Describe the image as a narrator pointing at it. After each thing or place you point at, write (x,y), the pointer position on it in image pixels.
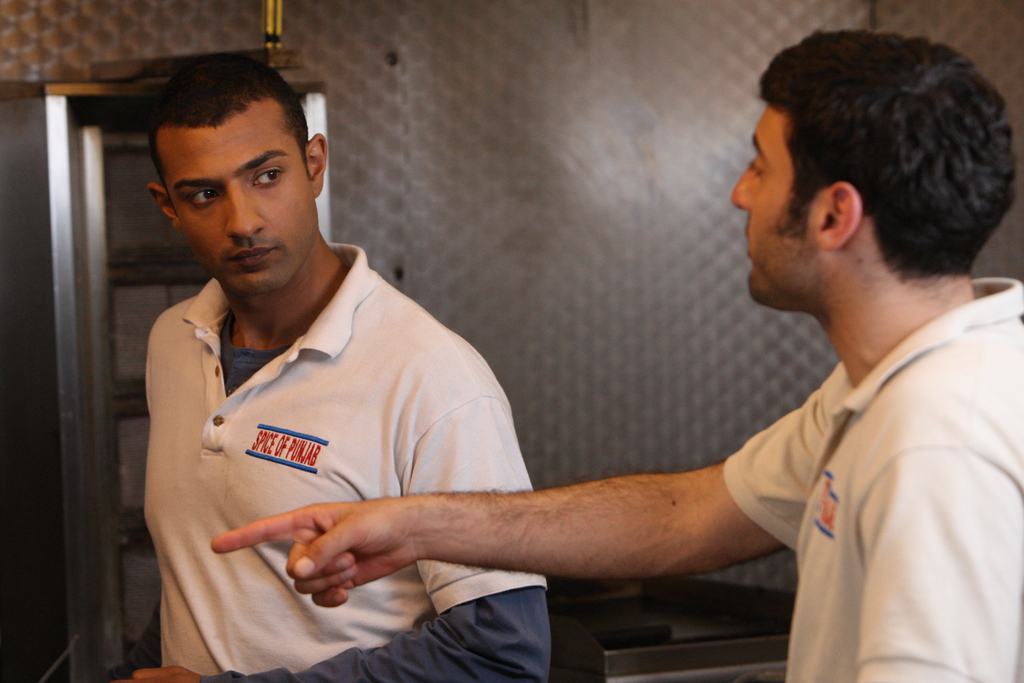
This picture consists of two persons (179,424) in the foreground (857,229), in the background (410,97) there is a wall (544,213) and there is a rack (74,223) on the left side (76,215).
